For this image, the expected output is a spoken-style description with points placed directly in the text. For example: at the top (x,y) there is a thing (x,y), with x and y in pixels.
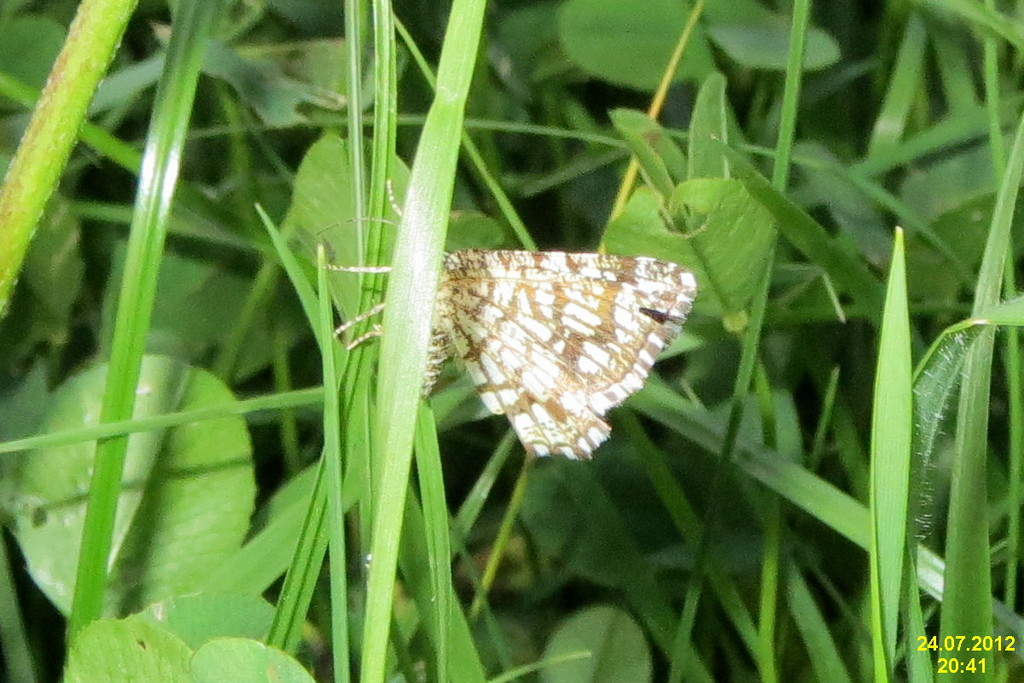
In the image we can see grass (550,169), on the grass (990,627) there is a butterfly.
